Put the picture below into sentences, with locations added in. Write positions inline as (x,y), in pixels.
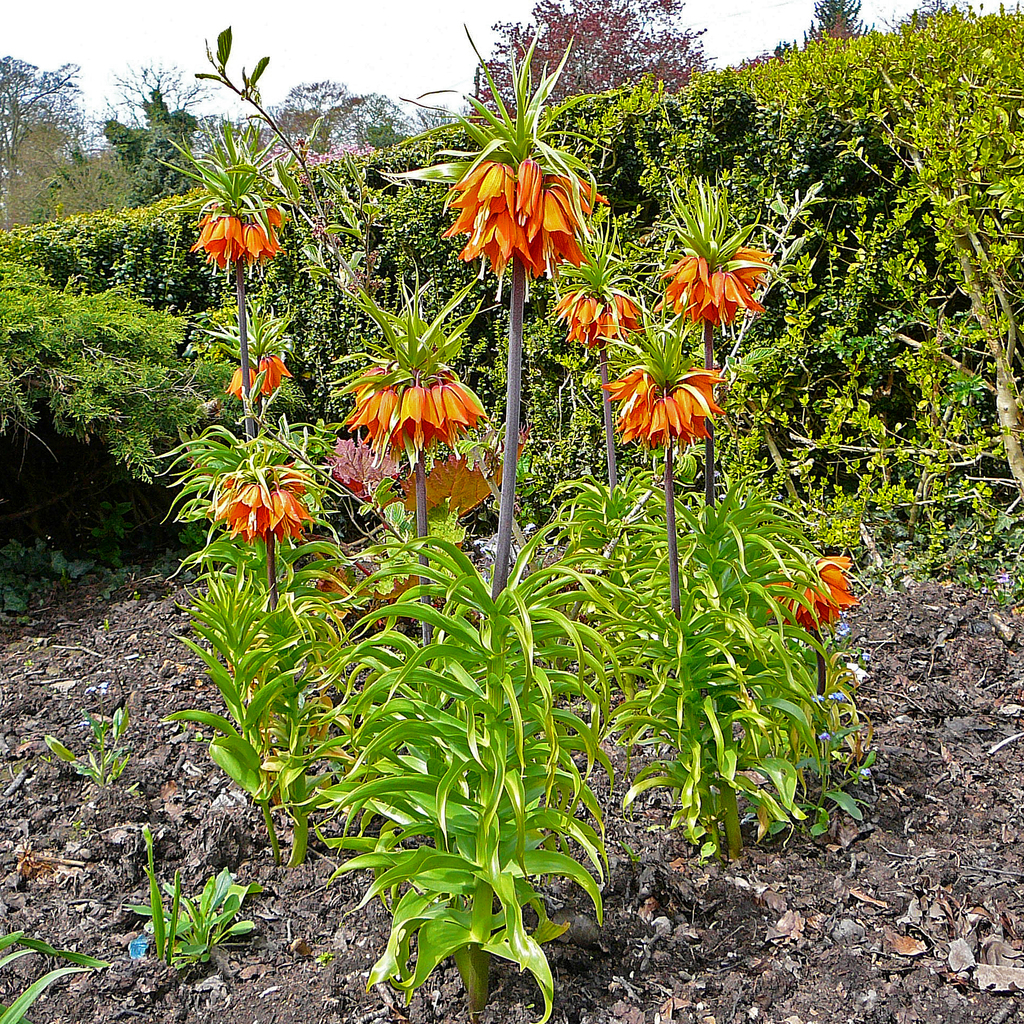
In the center of the image (435,525) there are plants (474,565) and we can see flowers (543,250). In the background (123,329) there are trees (657,74), bushes (796,253) and sky (261,93).
